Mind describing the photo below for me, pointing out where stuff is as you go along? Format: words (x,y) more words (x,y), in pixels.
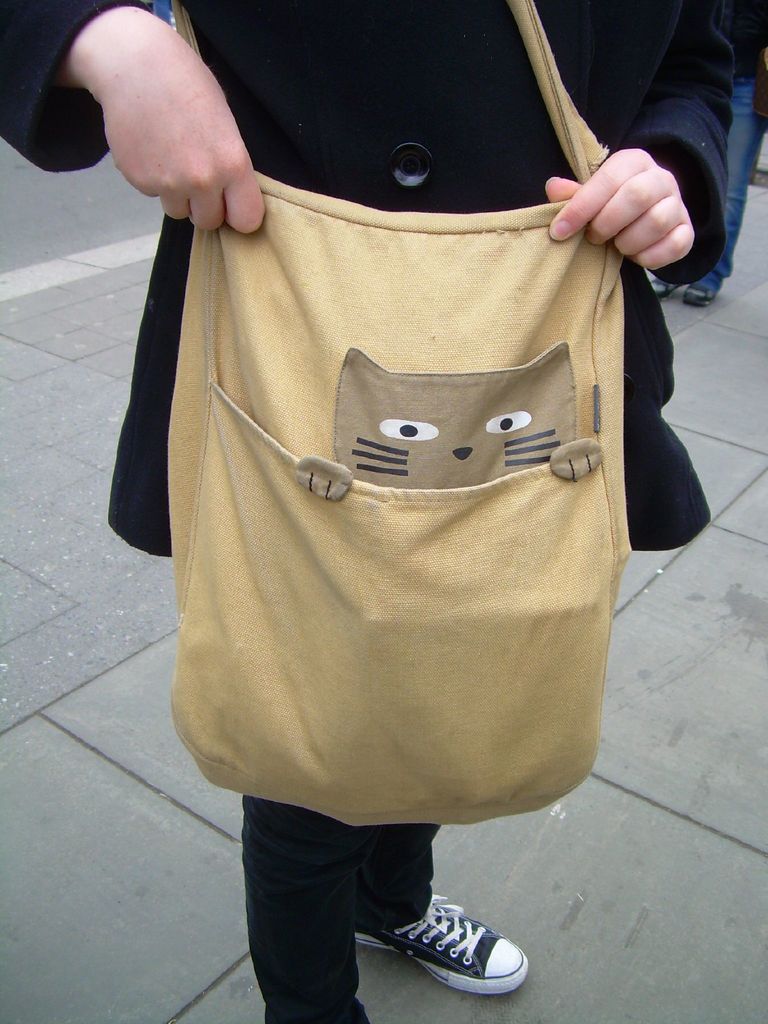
In this image I can see a person (466,198) holding a bag (424,477).
